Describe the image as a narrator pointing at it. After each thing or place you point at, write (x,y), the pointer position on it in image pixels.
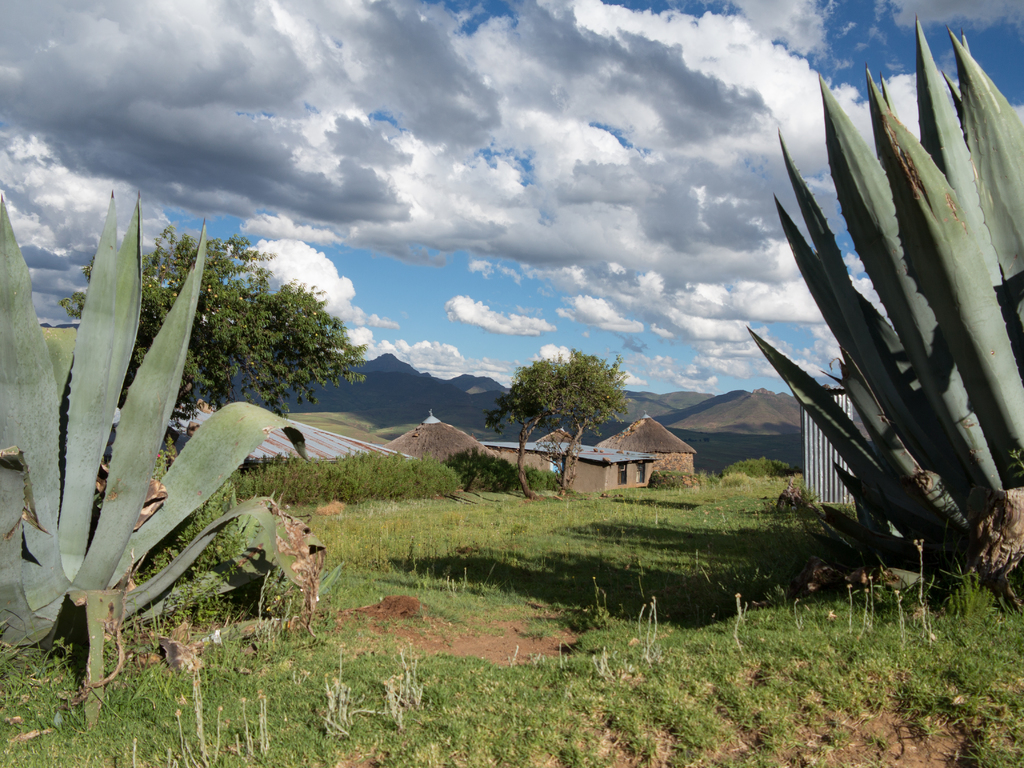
In the picture we can see a grass surface (517,601) on it, we can see some plants (212,424) and far away from it, we can see some plants (199,374) and beside it, we can see some huts (820,442) and behind it we can see some hills (779,435) and sky (626,229) with clouds (529,126).
